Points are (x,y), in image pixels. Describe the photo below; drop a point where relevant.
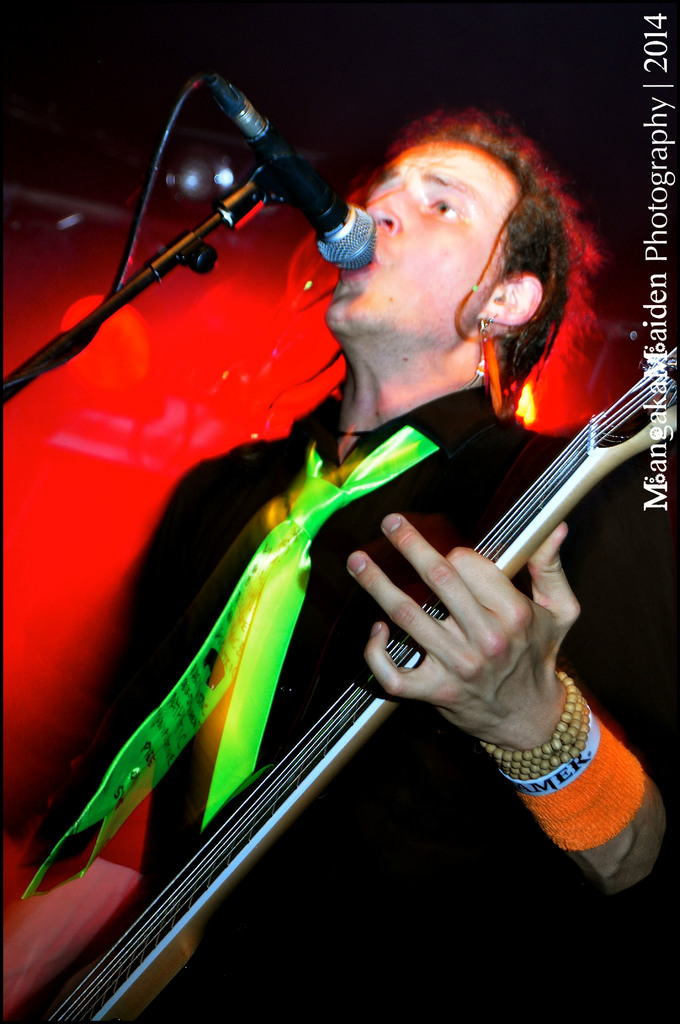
In the foreground of this image (403,949), there is a man (365,499) standing in front of a mic stand (17,370) and holding a guitar (236,828) and he is wearing a green tie (266,615). In the background (183,425), there is a red light (174,370).
